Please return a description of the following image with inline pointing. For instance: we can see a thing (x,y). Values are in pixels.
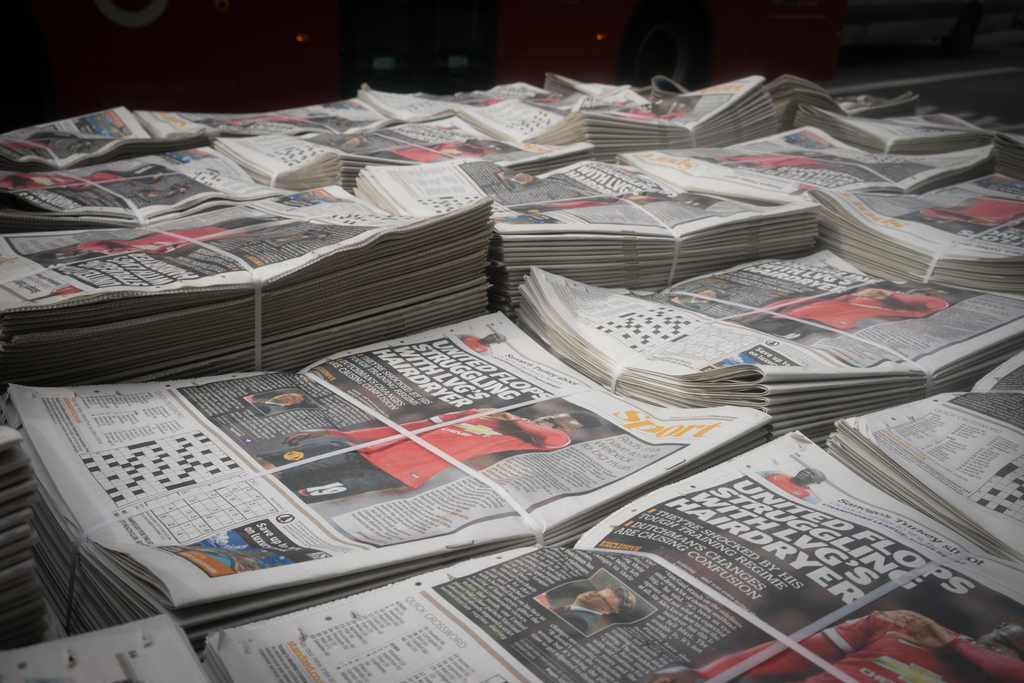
In this picture we can see newspaper bundles (323,427) and in the background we can see some objects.
